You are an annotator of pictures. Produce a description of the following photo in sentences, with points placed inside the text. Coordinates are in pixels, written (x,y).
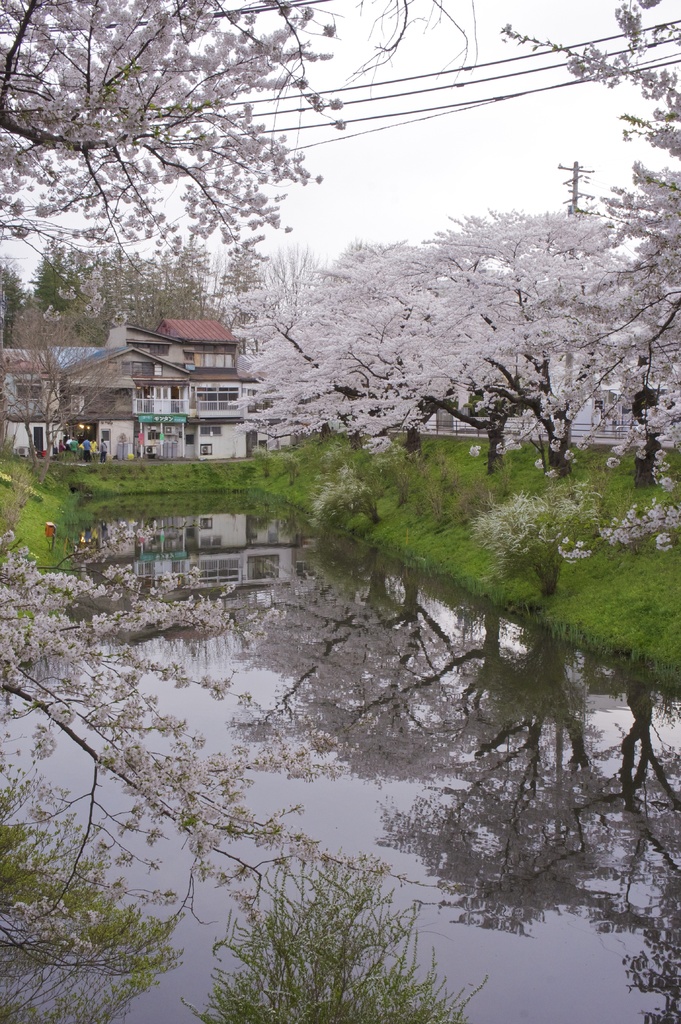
In the image I can see a lake (466,925) and also I can see a building (186,438) and some trees (213,296) and plants (333,1017).
